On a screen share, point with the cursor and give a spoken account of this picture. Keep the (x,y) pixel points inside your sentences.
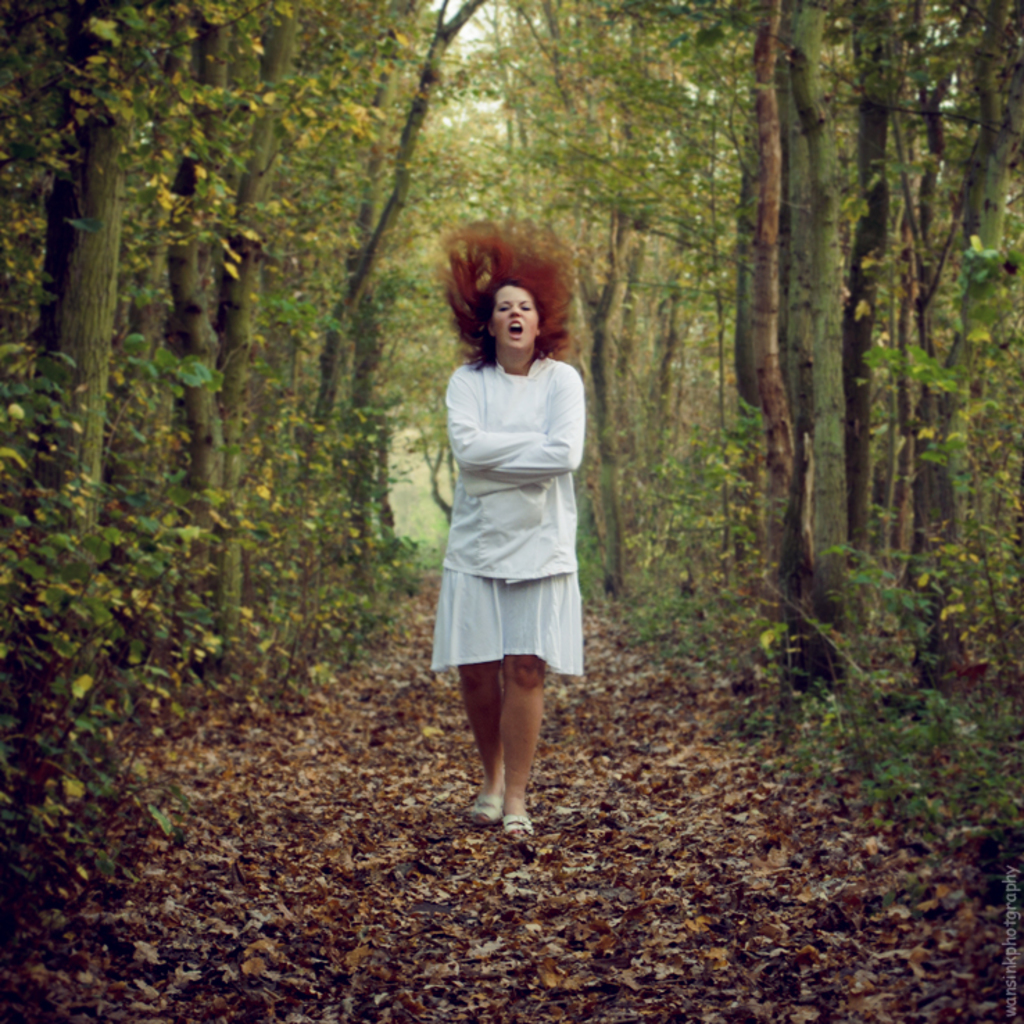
In the center of the image (579,448) there is a person (514,383) walking on the dried leaves (567,916). In the background of the image (1001,636) there are trees (482,96). There is some text (1015,966) on the right side of the image (1013,999).
